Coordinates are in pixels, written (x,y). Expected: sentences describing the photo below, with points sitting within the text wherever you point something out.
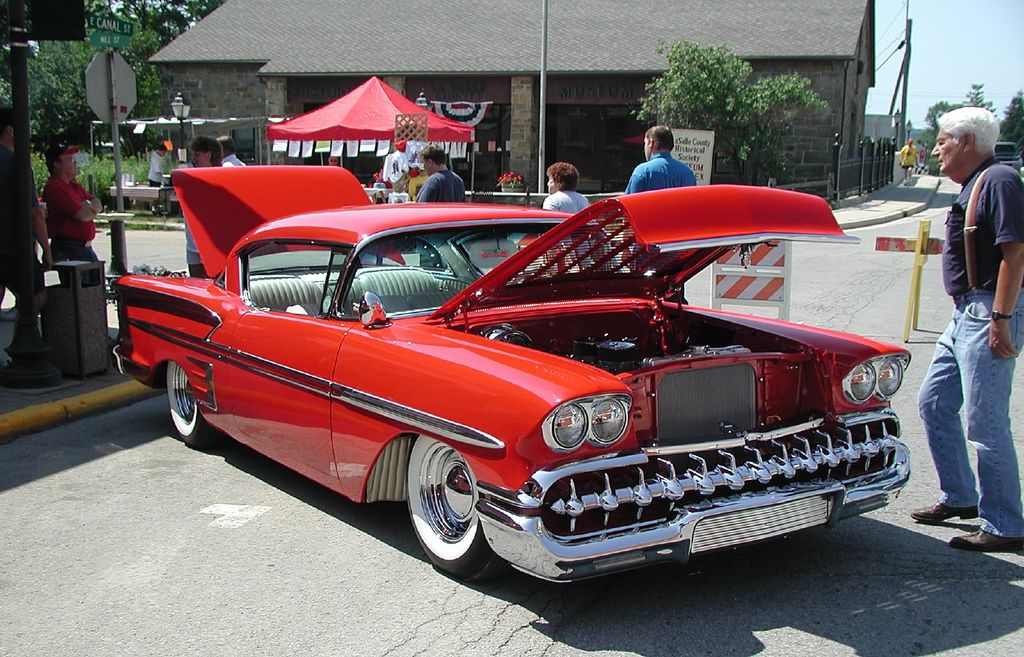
In this image I can see the ground (256,590), a red colored car (408,316) on the ground (254,573), few persons (1016,324) standing, a red colored tent (353,129), few poles (26,158), few boards (410,127), few trees (87,148) which are green in color and a building (560,108). In the background (943,38) I can see the sky (976,48).
